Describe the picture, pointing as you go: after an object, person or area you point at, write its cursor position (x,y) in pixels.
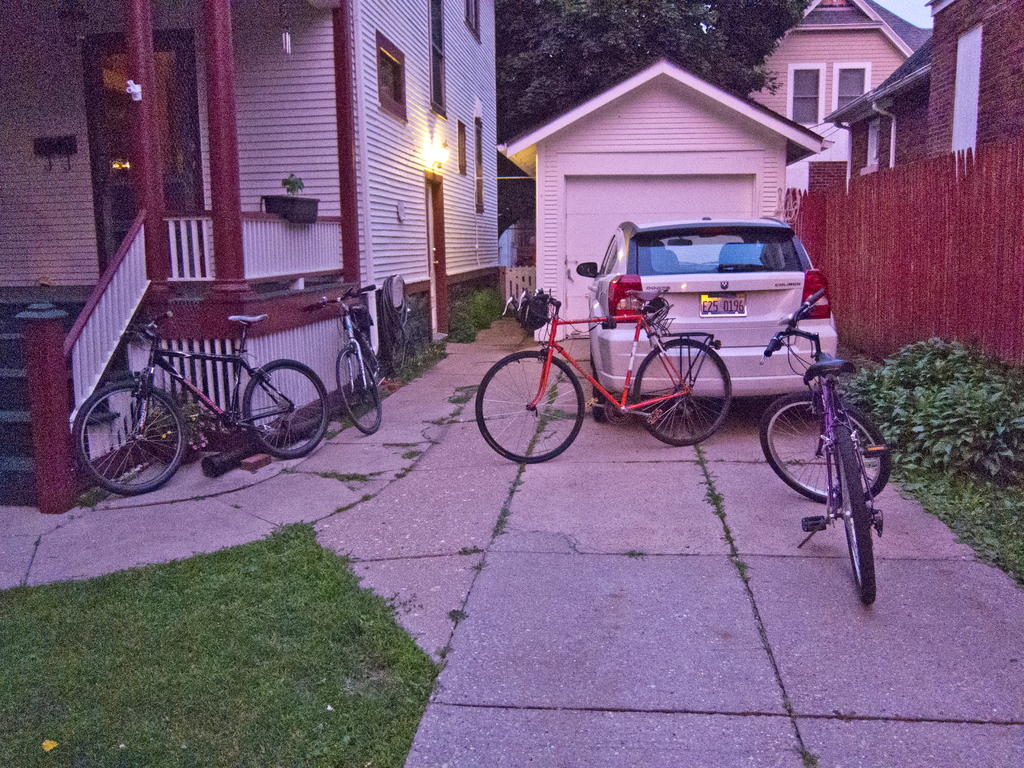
In this image we can see some bicycles (607,397) and a car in front of the house (7,90) and we can see some plants (1014,389) and grass (805,762) on the ground (961,693). We can also see few houses (830,110) and a tree (623,30).
